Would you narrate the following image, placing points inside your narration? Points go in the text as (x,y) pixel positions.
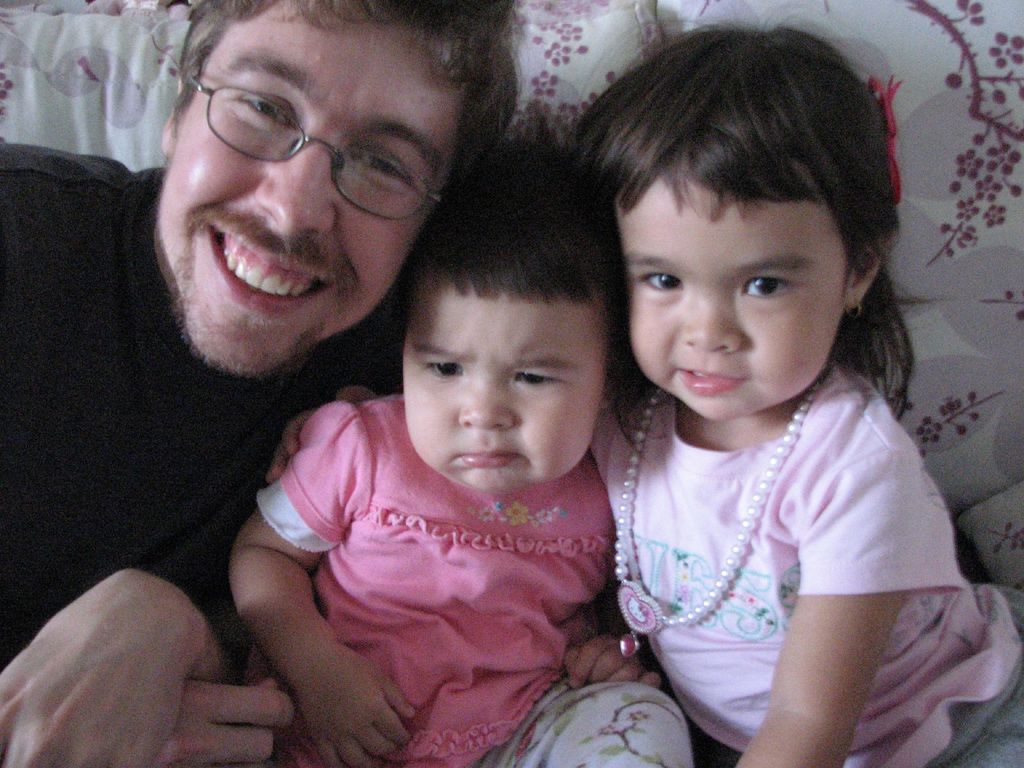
In this picture we can see there are three people (281,443) sitting on a couch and a man (275,334) with the spectacles (268,139) is smiling.
